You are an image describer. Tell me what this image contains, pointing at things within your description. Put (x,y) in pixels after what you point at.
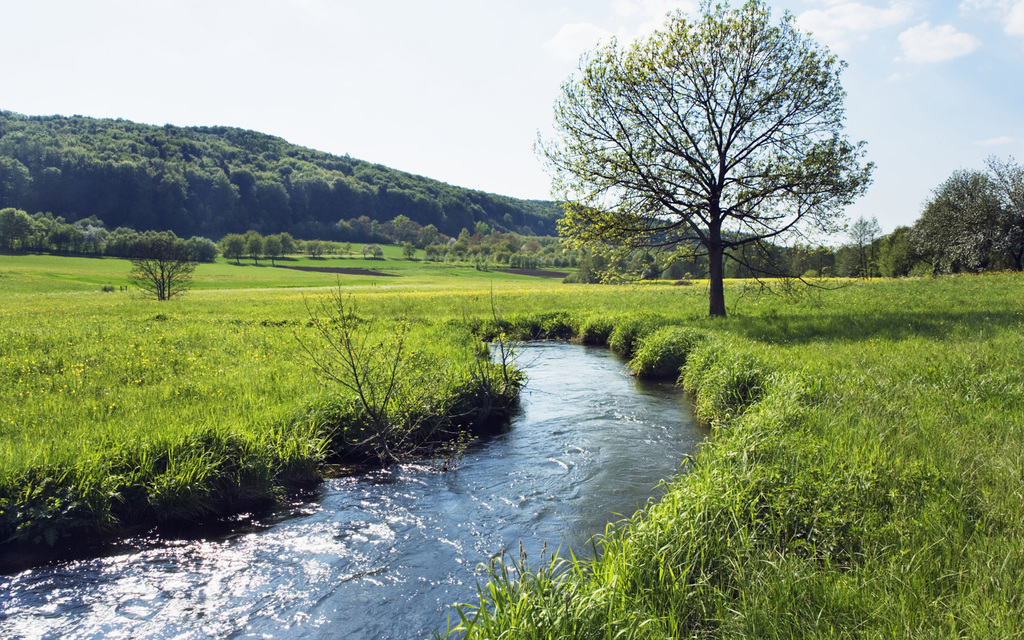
In this picture I can see water (652,426), there is grass (713,413), there are trees (435,197), there is a hill (464,189), and in the background (544,111) there is sky (544,111).
